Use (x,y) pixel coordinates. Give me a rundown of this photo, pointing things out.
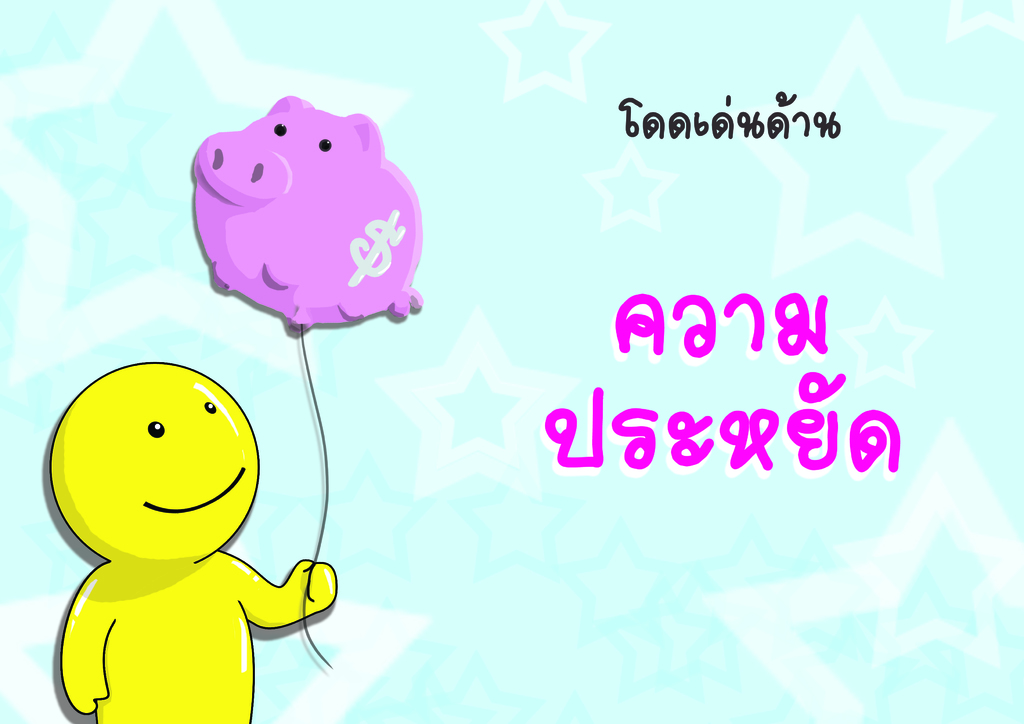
In this image I can see the yellow color toy (127,561) holding the pink color balloon (291,284). To the side I can see something is written. And there is a blue background (479,279).
